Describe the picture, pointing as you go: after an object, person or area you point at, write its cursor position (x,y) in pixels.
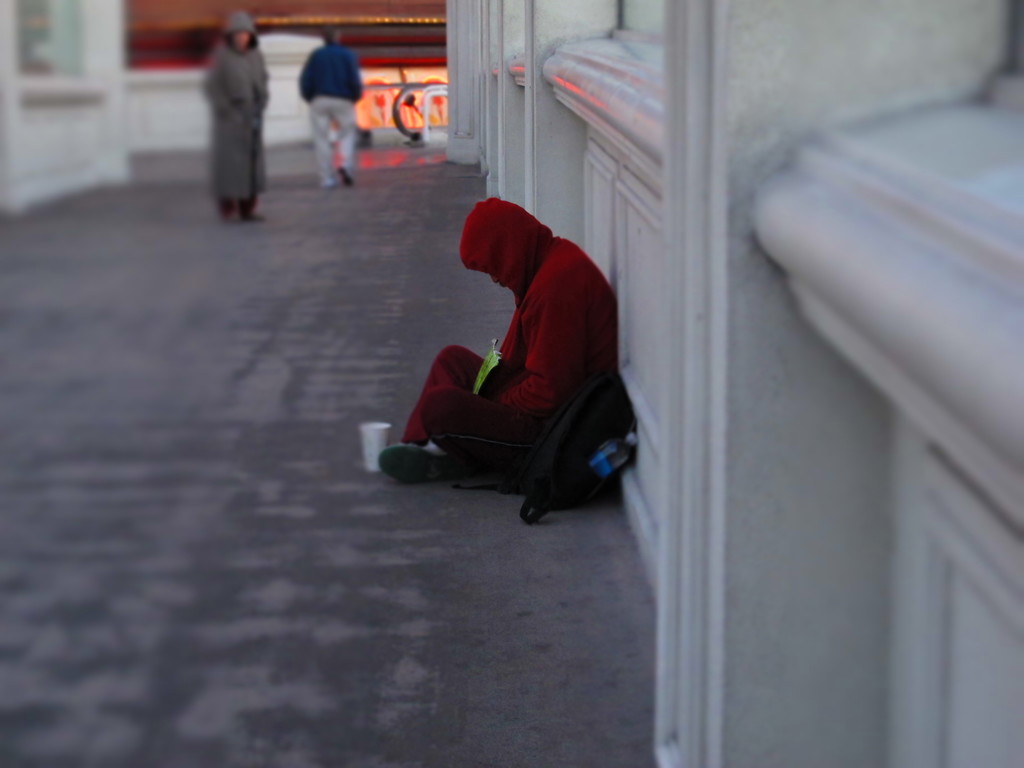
In this picture there is a person (539,324) in the center of the image (547,338) and there is a bag (563,423) beside him, there is a wall (635,491) on the right side of the image (685,441) and there are other people (259,146) in the background area of the image (349,86), there is a building (418,120) at the top side of the image (364,21).
